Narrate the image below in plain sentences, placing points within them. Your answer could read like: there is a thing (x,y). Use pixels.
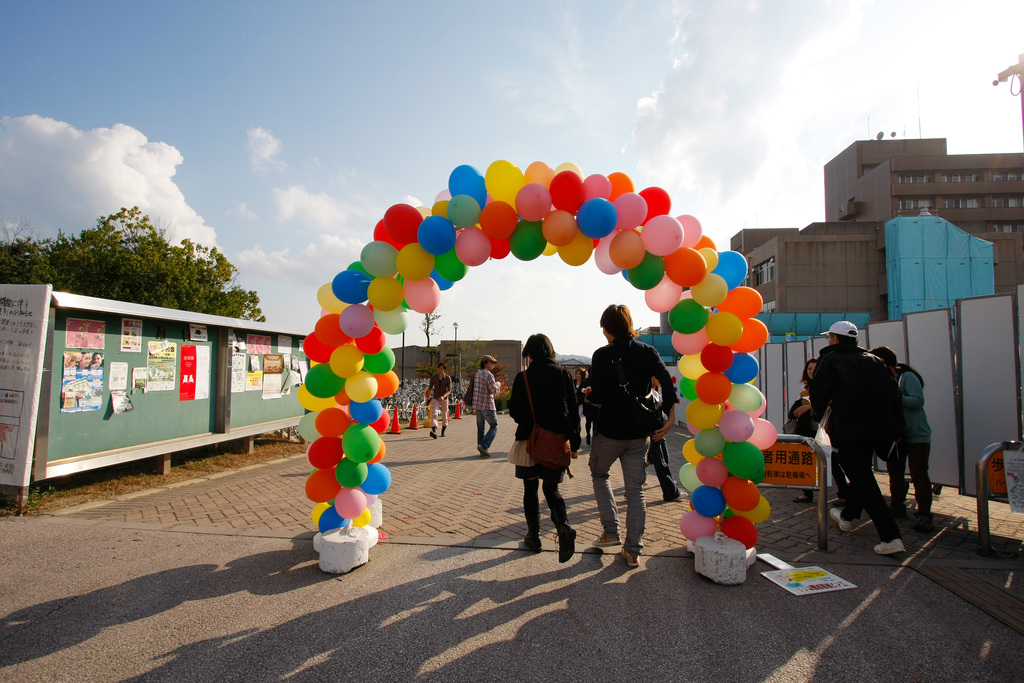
In this image we can see people (573,405), road (493,484), traffic cones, poles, trees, boards (65,350), banner (29,351), posters (260,342), shed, balloon arch (373,373), and buildings (744,241). In the background (786,146) there is sky (544,131) with clouds (792,47).
